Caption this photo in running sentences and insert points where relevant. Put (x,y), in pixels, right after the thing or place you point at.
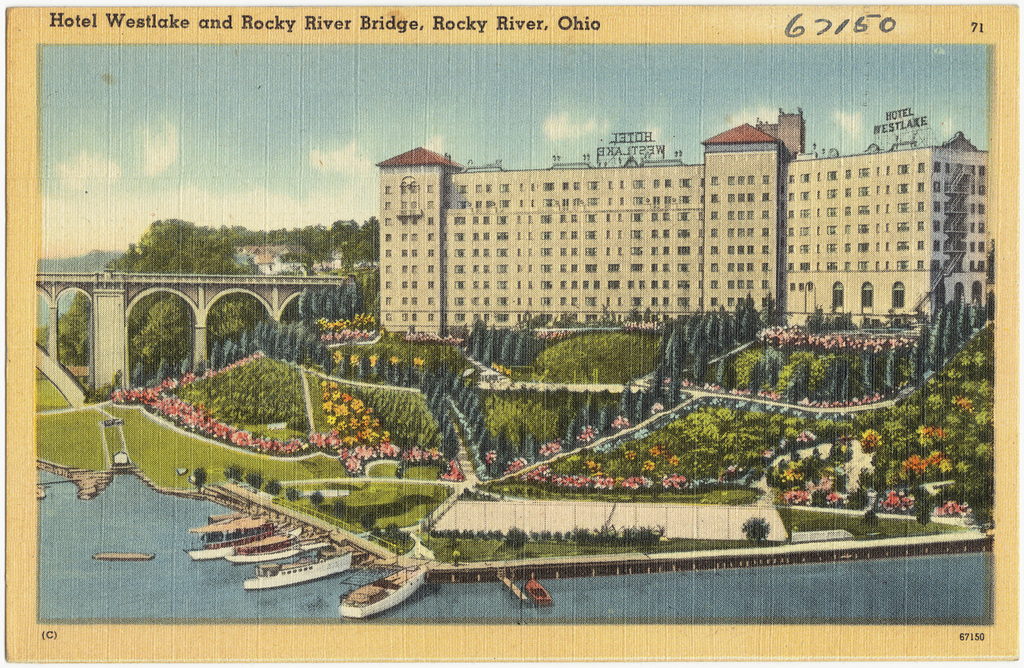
This image is a depiction. In this image we can see the building (737,183), houses (266,265), trees (203,247), plants (958,362), bridge (294,287) and also the grass (399,519). We can also see the boats (248,522) on the surface of the water (924,589). We can see the sky (293,118) with some clouds (319,162). We can also see the text (540,26) and also the numbers (840,26).
